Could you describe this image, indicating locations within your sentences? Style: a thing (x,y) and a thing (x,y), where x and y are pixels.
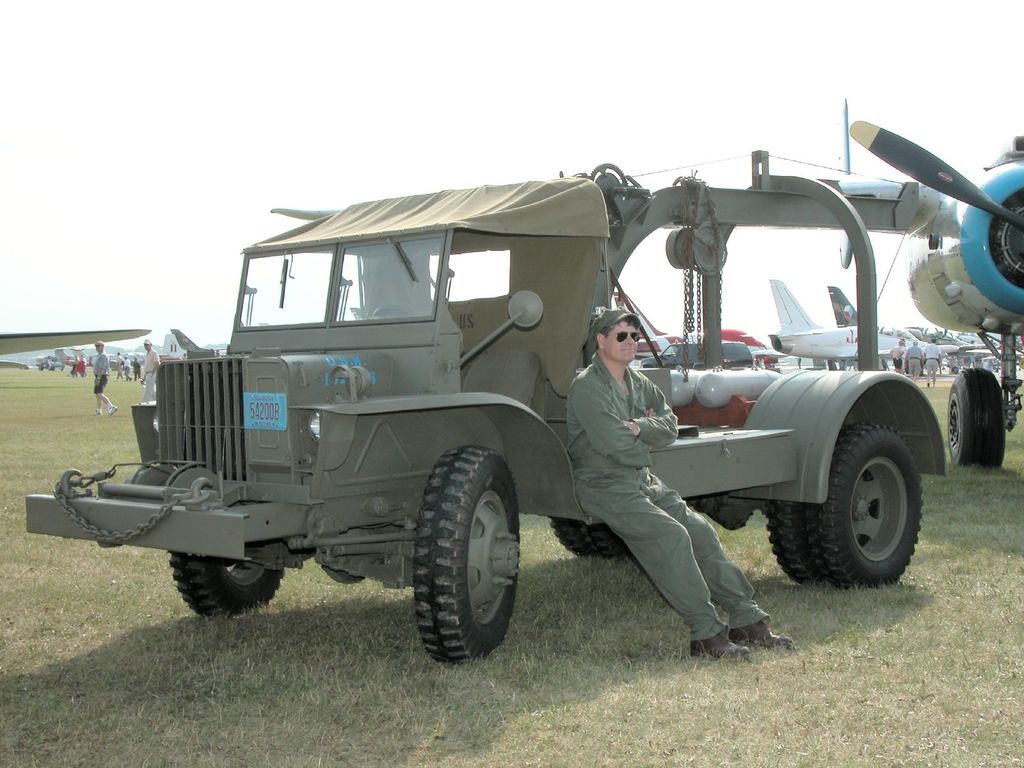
There is a person (653,415) in green color dress (591,405) sitting on a vehicle (545,346) which is on the grass (986,535) on the ground (441,721). In the background (994,280), there are aircraft (994,300) and persons (151,389) on the ground (76,387) and there is sky (567,118).
